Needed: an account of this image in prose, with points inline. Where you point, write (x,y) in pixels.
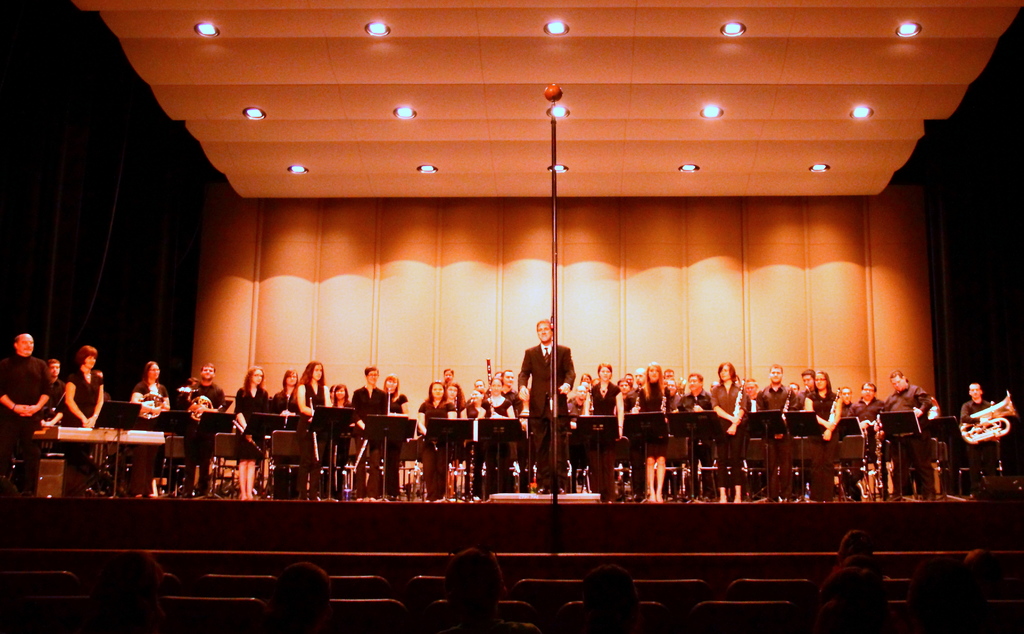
In this image we can see a group of people (34,369) standing on the stage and they are holding the musical instruments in their hands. Here we can see a man (564,354) standing in the center (524,382). He is wearing a suit (569,376) and a tie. Here we can see the pole (554,319) on the stage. Here we can see the lighting arrangement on the roof (512,130). Here we can see a few people (299,631) sitting on the chairs (739,610).
